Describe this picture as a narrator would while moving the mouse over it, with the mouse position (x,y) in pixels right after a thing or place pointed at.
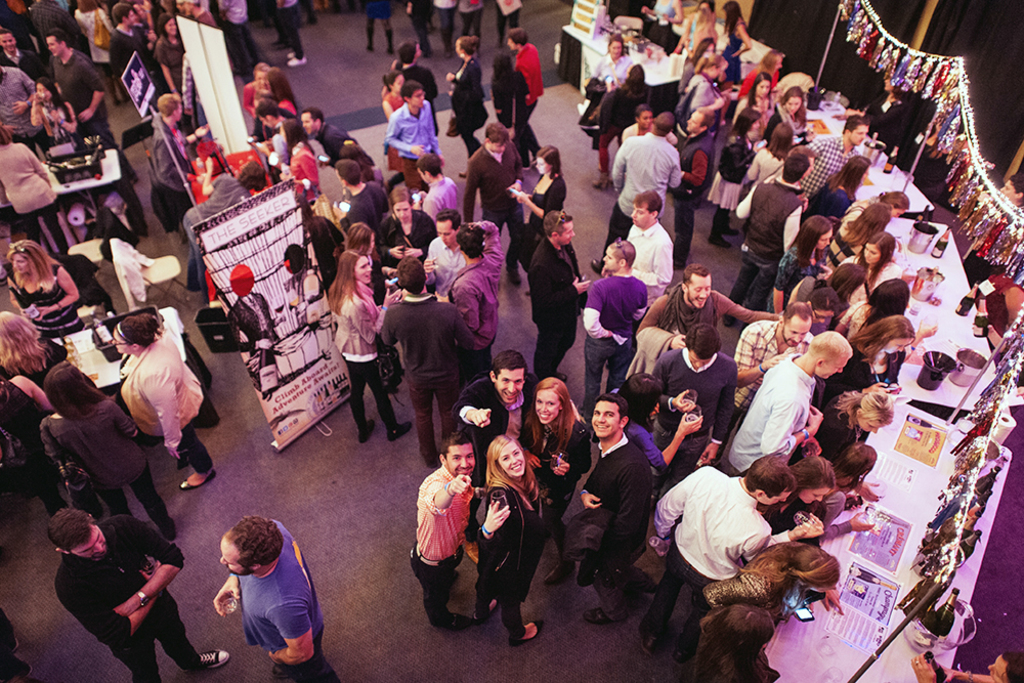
In this image there are many people (326,136) standing in a hall (529,185), around them there are banners (254,241), pillars (235,135), tables (87,356) with some objects (881,586) on it. On top of the tables (910,515) there are some decorative items (991,216), behind the tables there are curtains (822,35).
